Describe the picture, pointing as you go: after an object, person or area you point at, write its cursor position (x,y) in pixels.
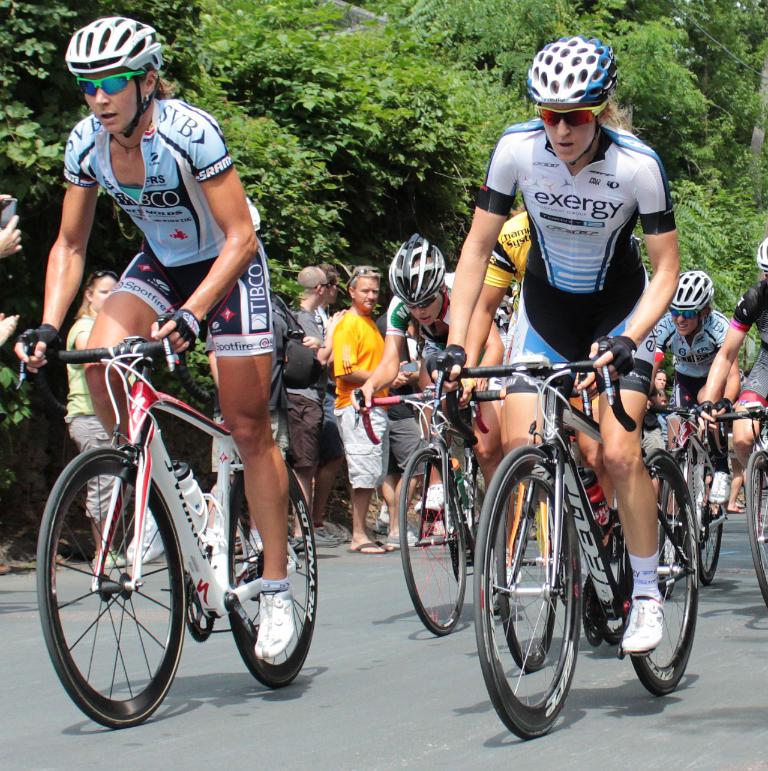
This image consists of many people (435,485) riding bicycles (44,538). They are wearing helmets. At the bottom (359,661), there is a road (359,661). In the background (363,309), there are many people (363,309) standing. At the top (588,26), we can see many trees (52,80).
